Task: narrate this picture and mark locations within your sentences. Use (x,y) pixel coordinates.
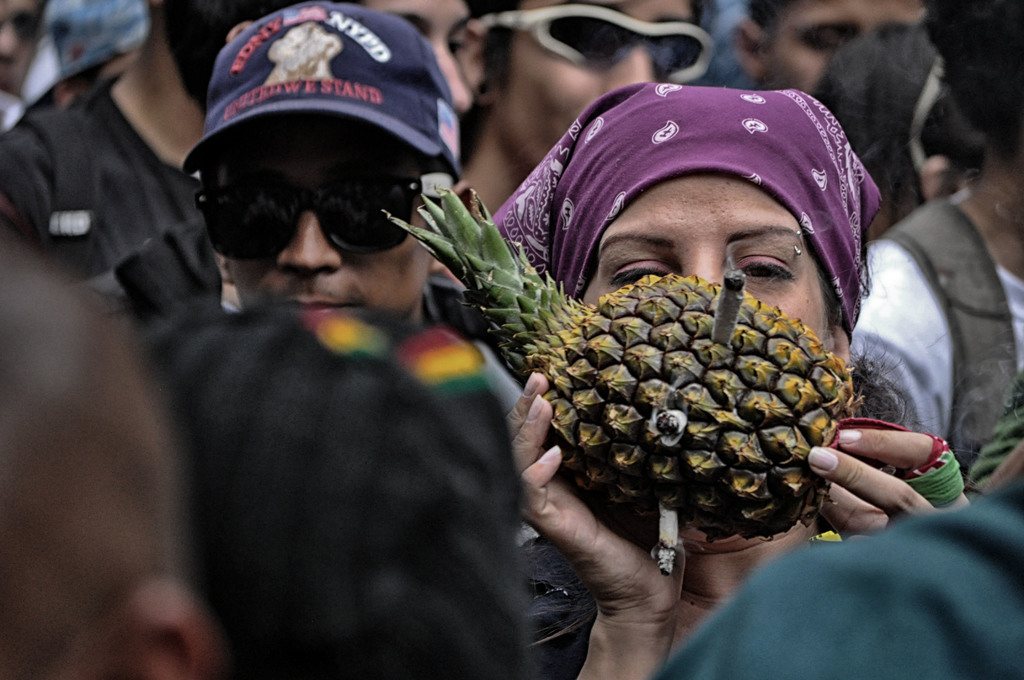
In this image there is a lady (529,444) holding pineapple (692,351) in which cigarettes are plugged inside, behind her there are so many people (986,125) standing.
